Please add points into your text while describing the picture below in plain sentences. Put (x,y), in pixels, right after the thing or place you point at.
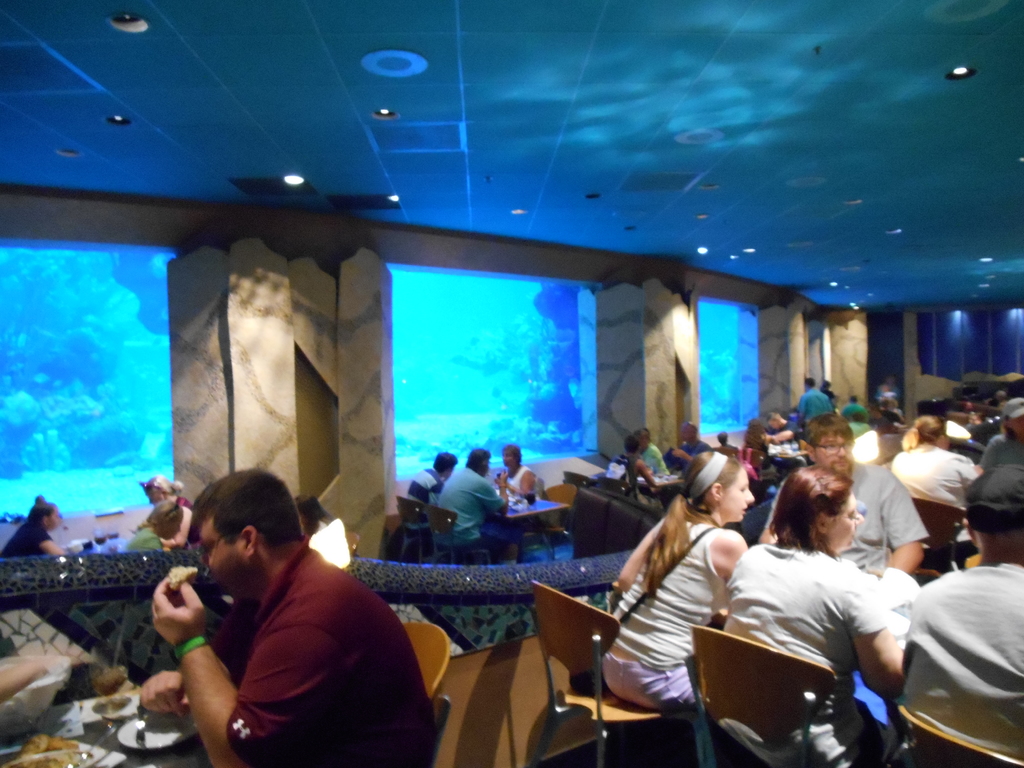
In this picture there are few persons (684,600) sitting in chairs (605,617) and there is a table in front of them which has few objects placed on it.
